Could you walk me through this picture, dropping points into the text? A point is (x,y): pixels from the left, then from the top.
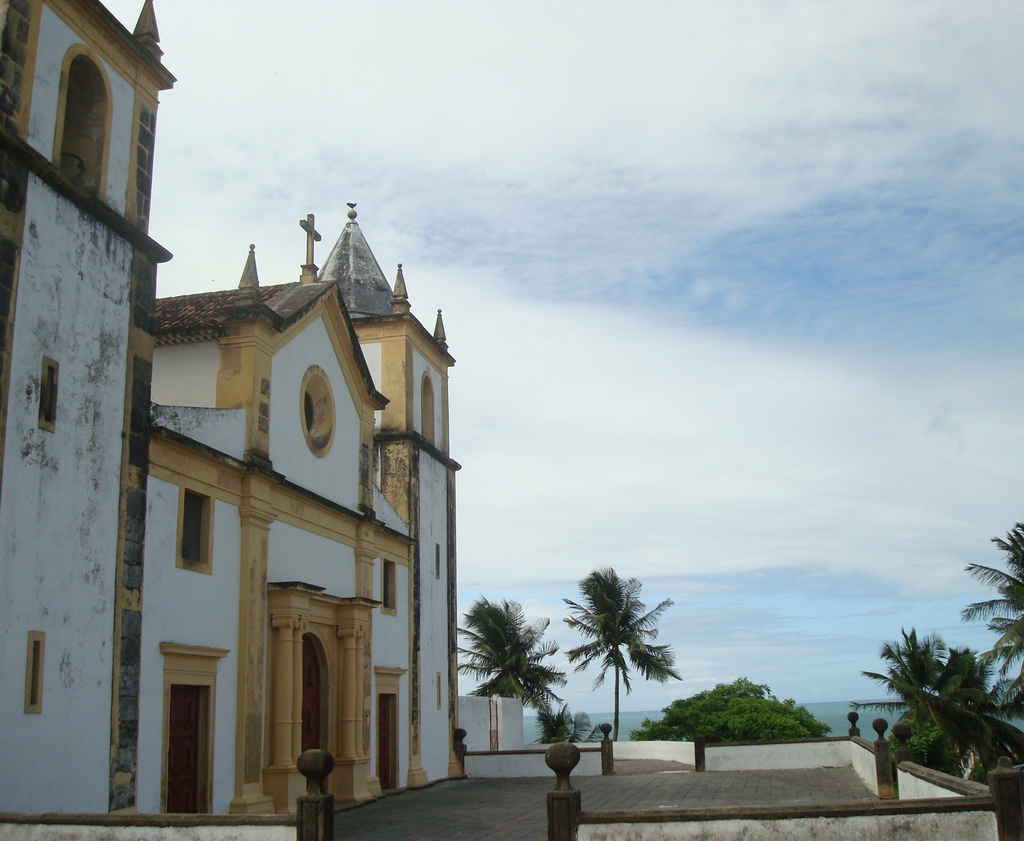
Here in this picture we can see a church building (202,399) with windows (191,507) and doors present over a place and we can also see plants (795,736) and trees (978,728) covered over there and we can see the sky (637,465) is cloudy.
